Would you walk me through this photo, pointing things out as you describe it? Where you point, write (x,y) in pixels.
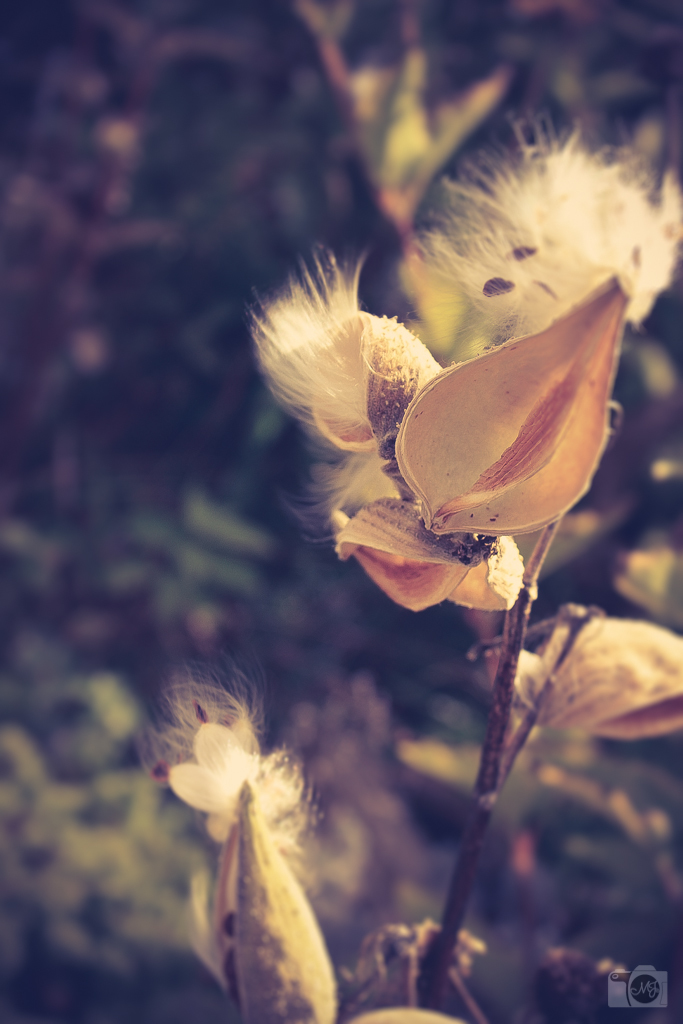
In the image in the center (344,534), we can see one plant (495,505) and flowers (490,473).
